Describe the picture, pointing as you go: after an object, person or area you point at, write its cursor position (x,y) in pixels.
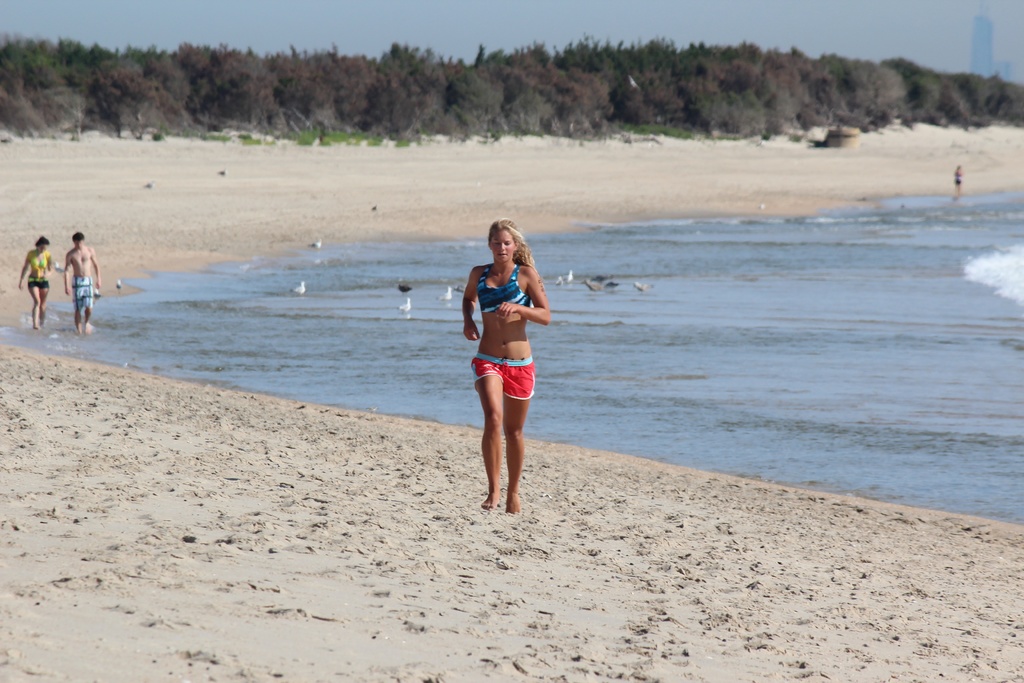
In the center of the image (495,370) a lady (528,286) is running. In the background of the image (907,315) we can see some persons (961,182), birds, water (622,291), trees (909,73) are there. At the top of the image (932,41) we can buildings (974,53), sky (821,44) are there. At the bottom of the image (405,572) the soil (374,583) is there.
